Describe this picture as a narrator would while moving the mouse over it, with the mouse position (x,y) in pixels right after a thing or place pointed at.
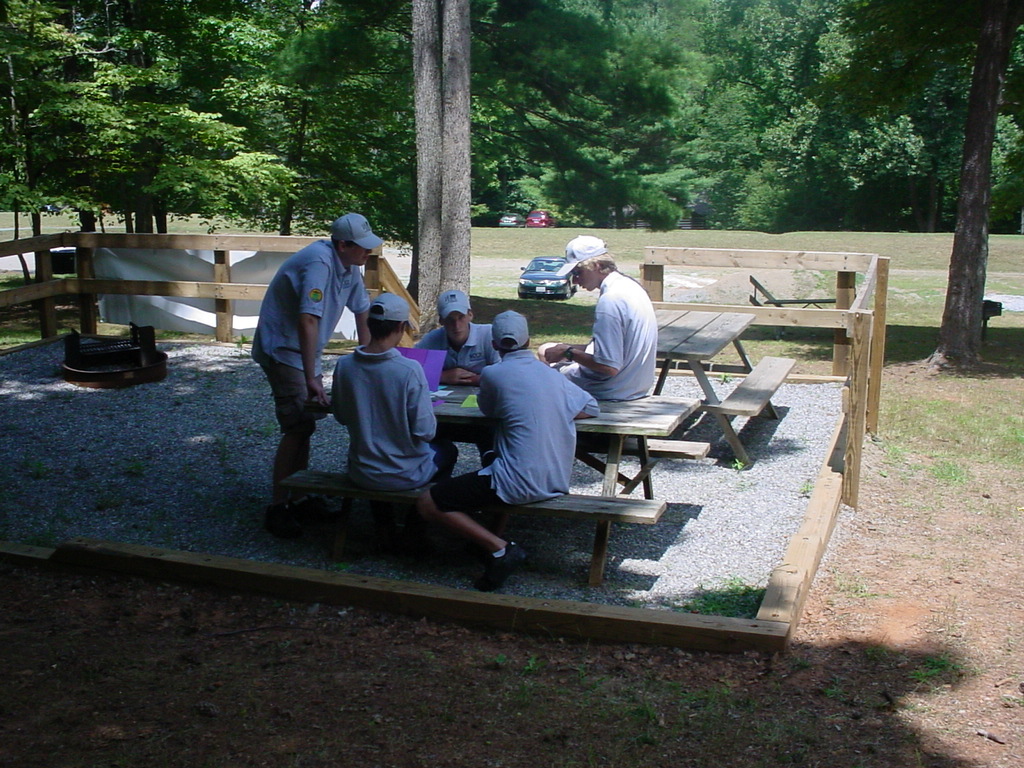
there are five persons (467,343) in which four persons (641,391) are sitting on the bench (637,401) and one person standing and talking there are many trees (910,228) near to them there are cars (536,223) present near to them.
